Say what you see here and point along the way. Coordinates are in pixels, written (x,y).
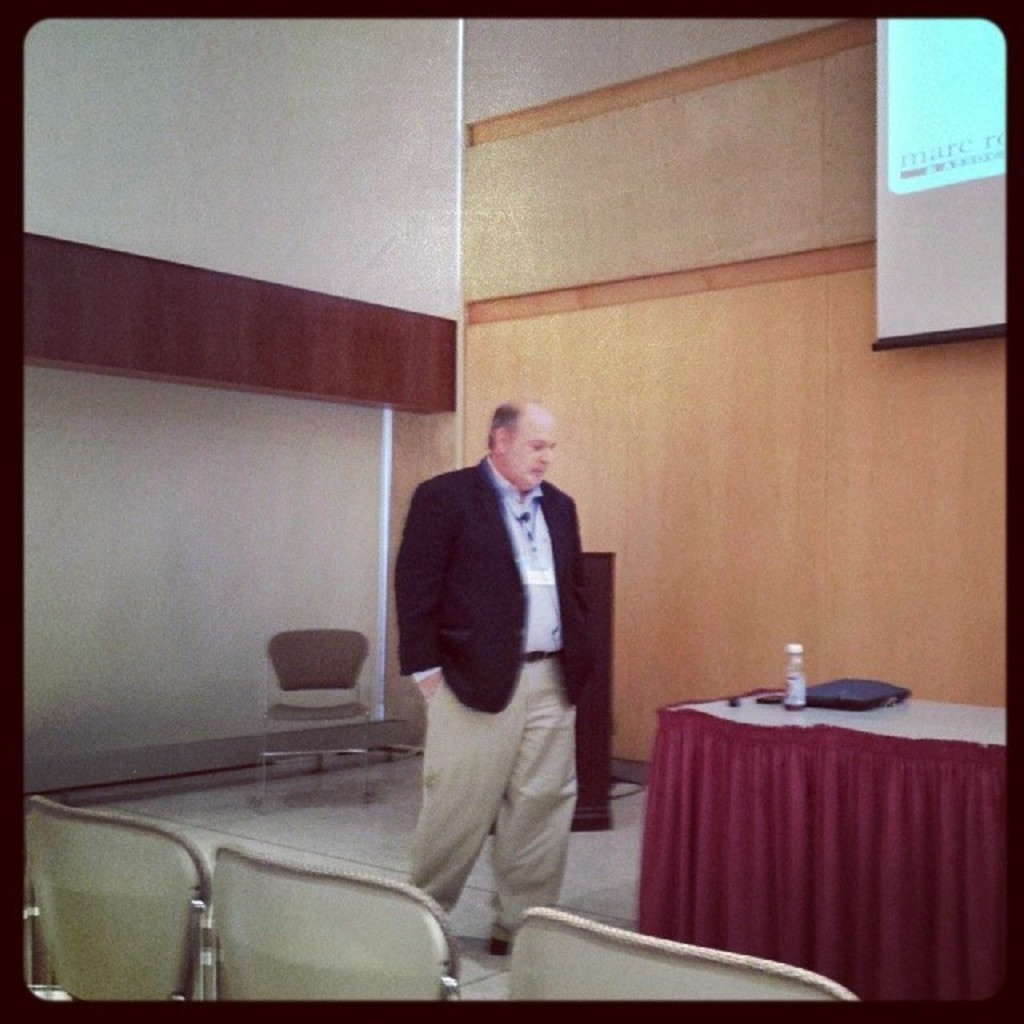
In this image, There are some chairs (217,993) which are in white color, In the right side (704,786) there is a table (700,714) which is covered by a red color cloth (794,815) on that table (713,708) there is a bottle (790,702) and there is a black color object (816,705), In the middle (453,595) there is a man (453,627) standing, in the background (985,457) there is a yellow color, In the left side (323,482) there is a white color wall (179,439).
